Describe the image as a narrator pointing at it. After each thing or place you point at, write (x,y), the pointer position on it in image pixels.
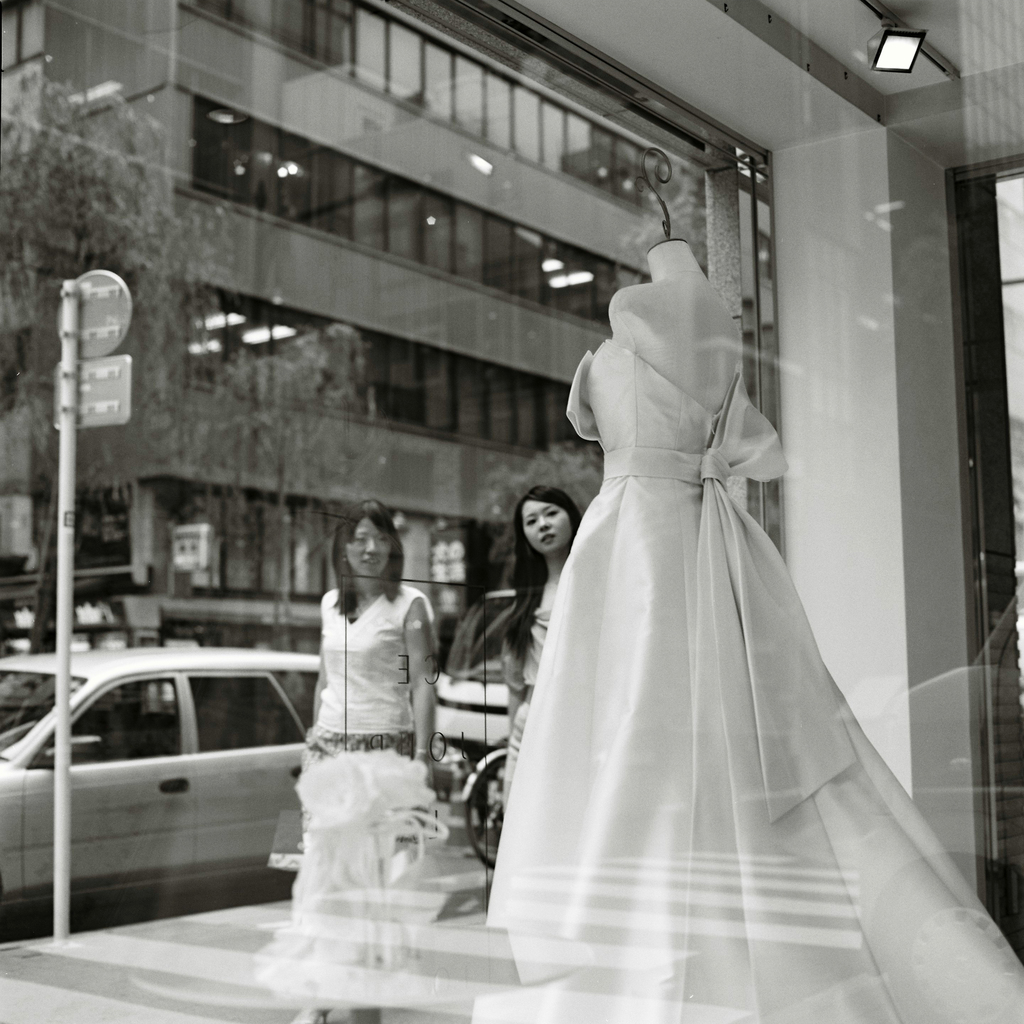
This is a black and white image. This picture is an inside view of a store (594,705). In the center of the image (446,410) we can see a mannequin (732,646), glass (735,172), window (748,228), wall (857,242), light (900,57) and roof (981,47). Through window (381,438) we can see some persons (384,641), vehicles (293,652), buildings (389,289), lights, windows (419,376), trees (192,264), boards (179,557).
